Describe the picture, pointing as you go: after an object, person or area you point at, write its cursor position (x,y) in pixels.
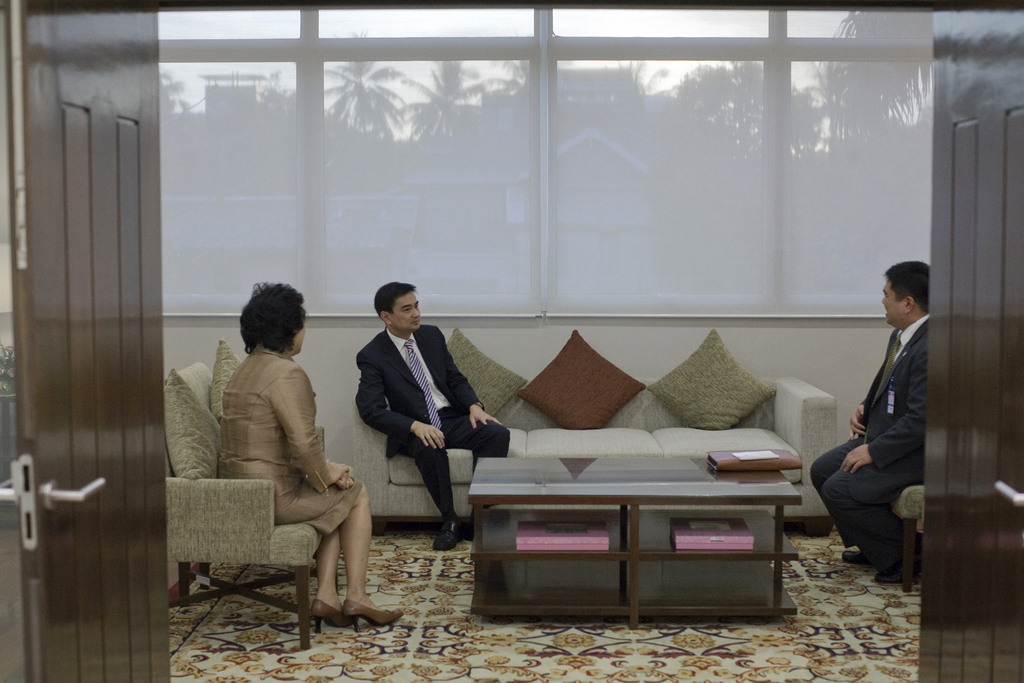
These three persons (413,382) are sitting on a couches (675,436). On this couches (211,484) there are pillows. On this table (601,471) there are boxes (673,539) and file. This is door (62,465) with handle (52,498). From this window (477,307) we can able to see a building (516,143) and trees (357,92).
